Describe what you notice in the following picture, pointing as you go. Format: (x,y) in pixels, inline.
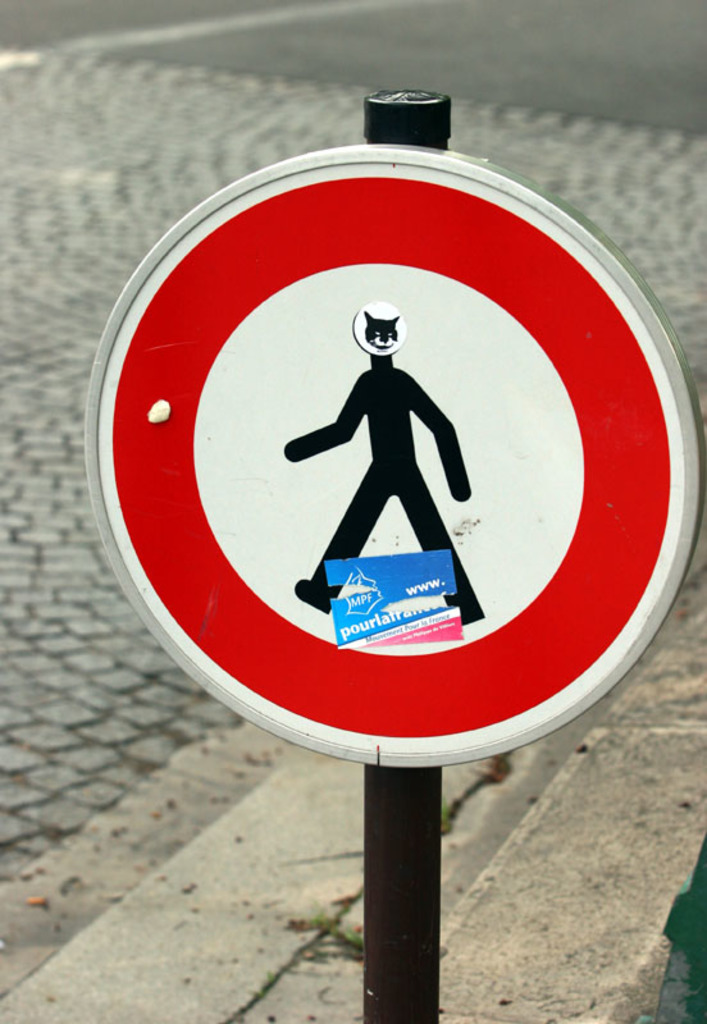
In this image in the foreground (688,501) I can see a signal board (291,190) in the background (7,574) there is the road (373,68).
